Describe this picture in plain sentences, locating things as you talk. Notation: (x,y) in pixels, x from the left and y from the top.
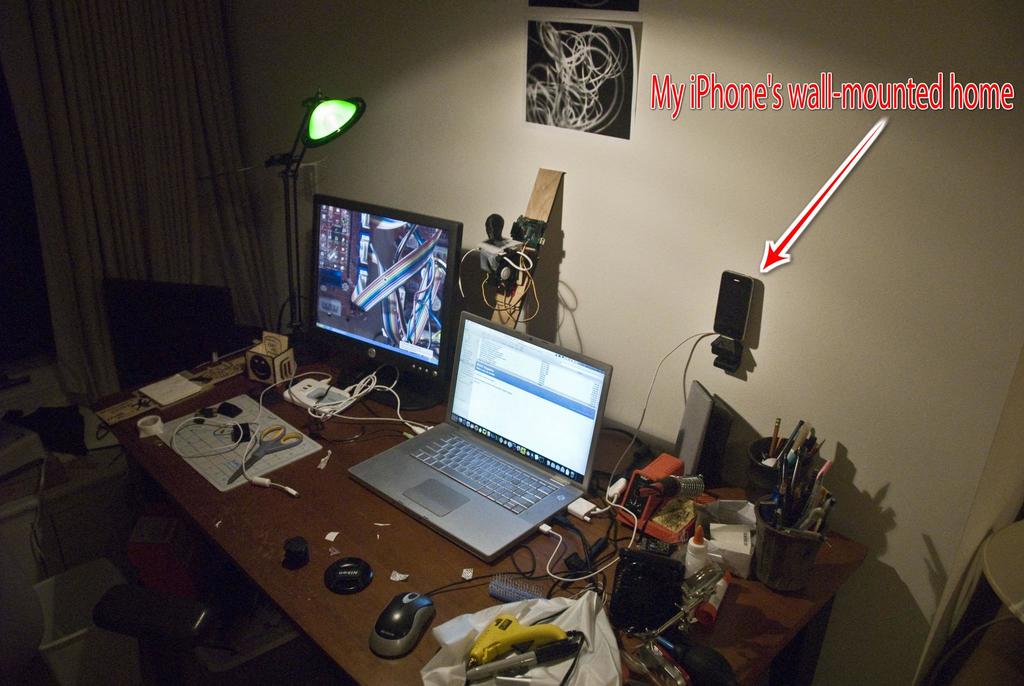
This picture is consists of a table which is placed at the center of the image (355,410) and there is a laptop (417,465), scissors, pens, books (705,439) on the table (369,453), and a cell phone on the wall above the table (221,357) and there is a curtain (85,181) at the left side of the image (257,236).
